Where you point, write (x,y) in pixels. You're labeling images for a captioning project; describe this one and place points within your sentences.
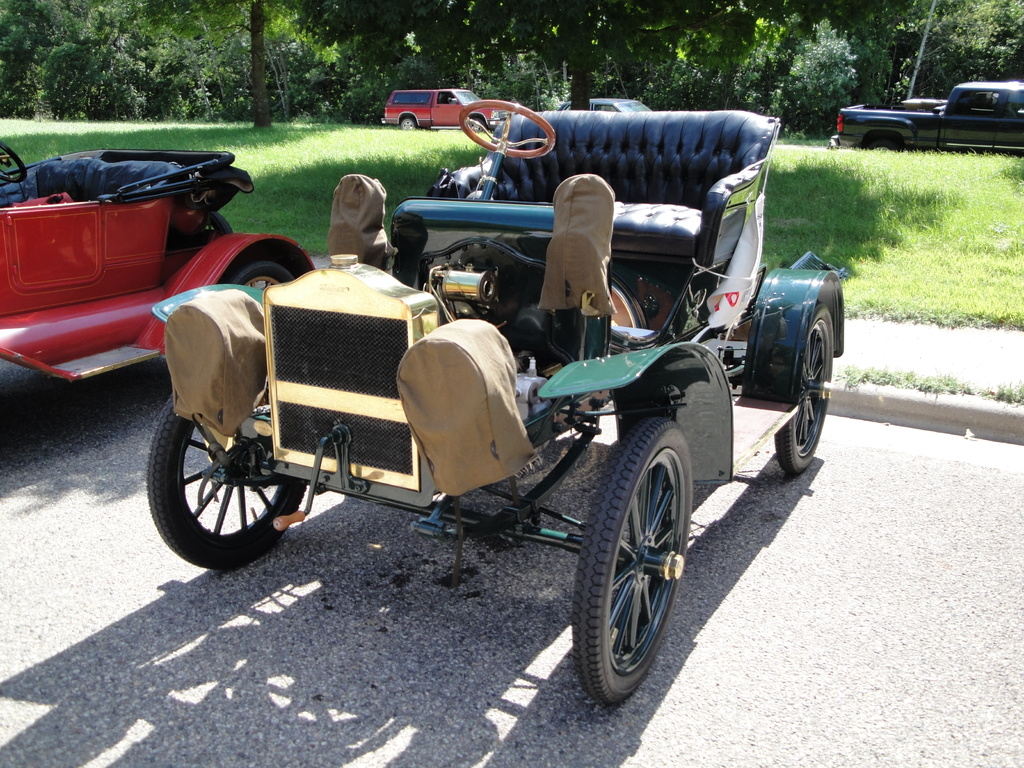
This image consists of cars (570,307) parked on the road (419,590). At the bottom (454,656), there is a road (524,652). In the middle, there is green grass (878,269) on the ground (801,185). In the background (544,58), there are many trees (801,11).
